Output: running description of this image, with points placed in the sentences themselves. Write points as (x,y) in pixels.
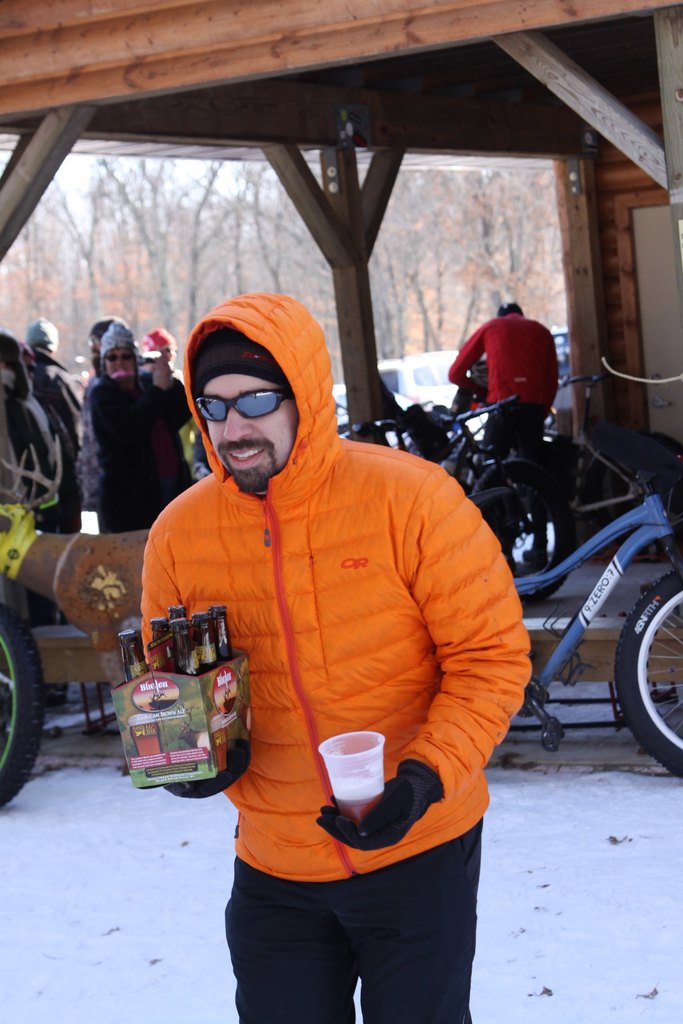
In this picture there is a man (287,369) who is wearing orange jacket (318,417), goggles (260,389), cap (246,374), gloves (377,812) and trouser (405,917). He is holding a plastic cup (332,756) and beer bottles (198,719). In the back (642,667) we can see bicycles (642,667) near to the building (673,395). On the left (140,368) we can see group of person (111,437) standing on the snow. Here we can see a man (534,385) who is wearing a red jacket (514,390) and trouser (514,419), standing near to the bike (514,400). In the background (295,256) we can see trees (479,270) and cars (408,392). Here it's a sky (87,171).
